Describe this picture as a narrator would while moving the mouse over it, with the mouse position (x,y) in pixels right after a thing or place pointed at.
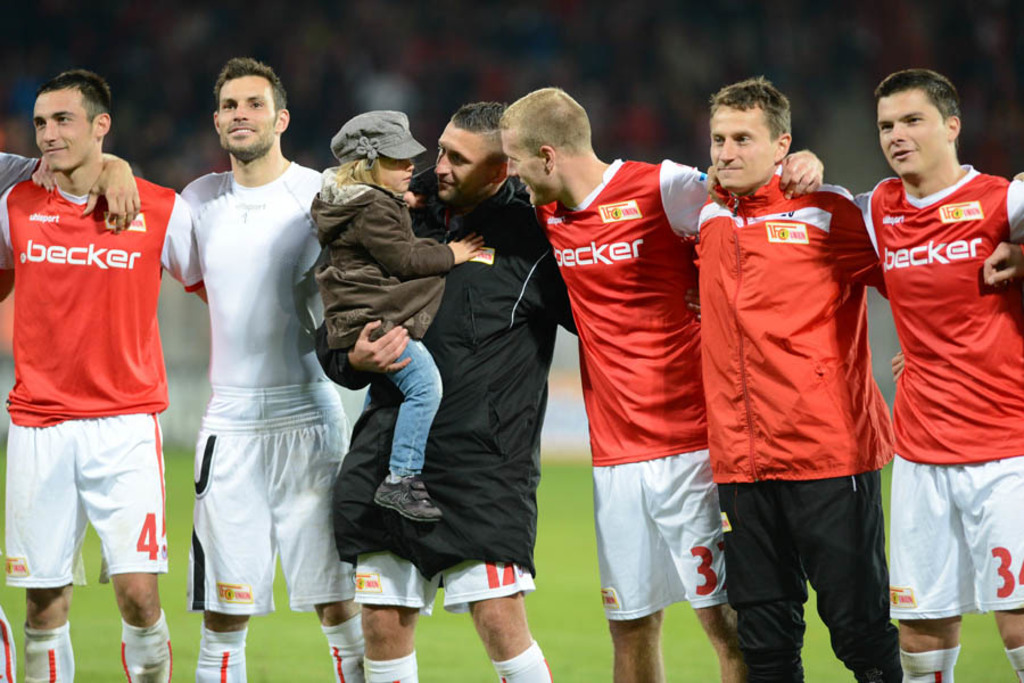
Front these group of people (435,292) are standing. This man (468,223) is carrying baby (418,513). Background (394,62) it is blur.
